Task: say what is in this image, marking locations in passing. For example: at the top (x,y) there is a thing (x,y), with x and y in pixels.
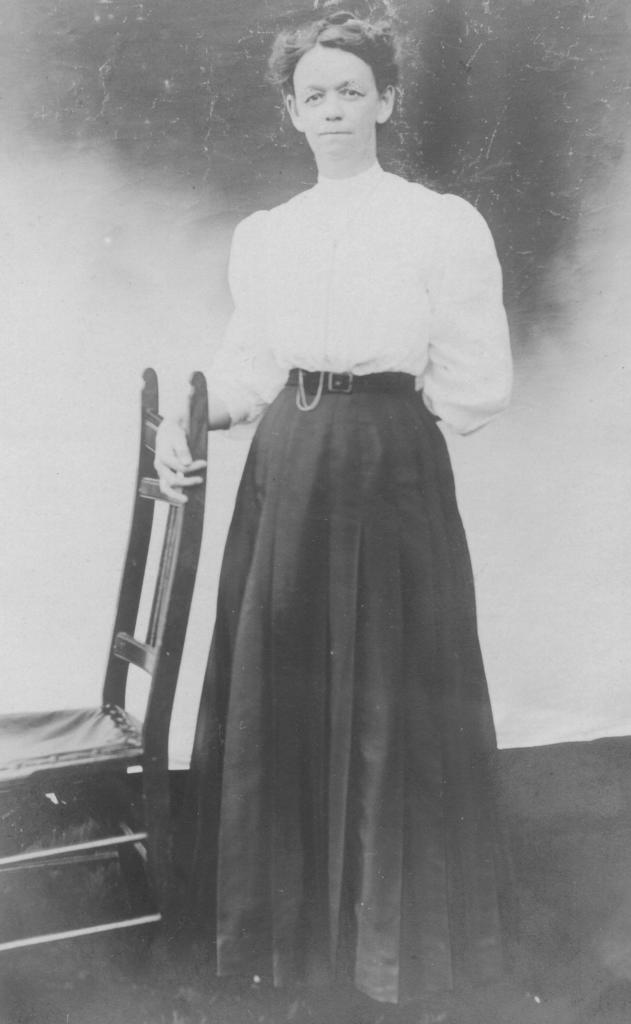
In this picture there is a woman (313,707) standing behind the chair (185,598), holding it.
